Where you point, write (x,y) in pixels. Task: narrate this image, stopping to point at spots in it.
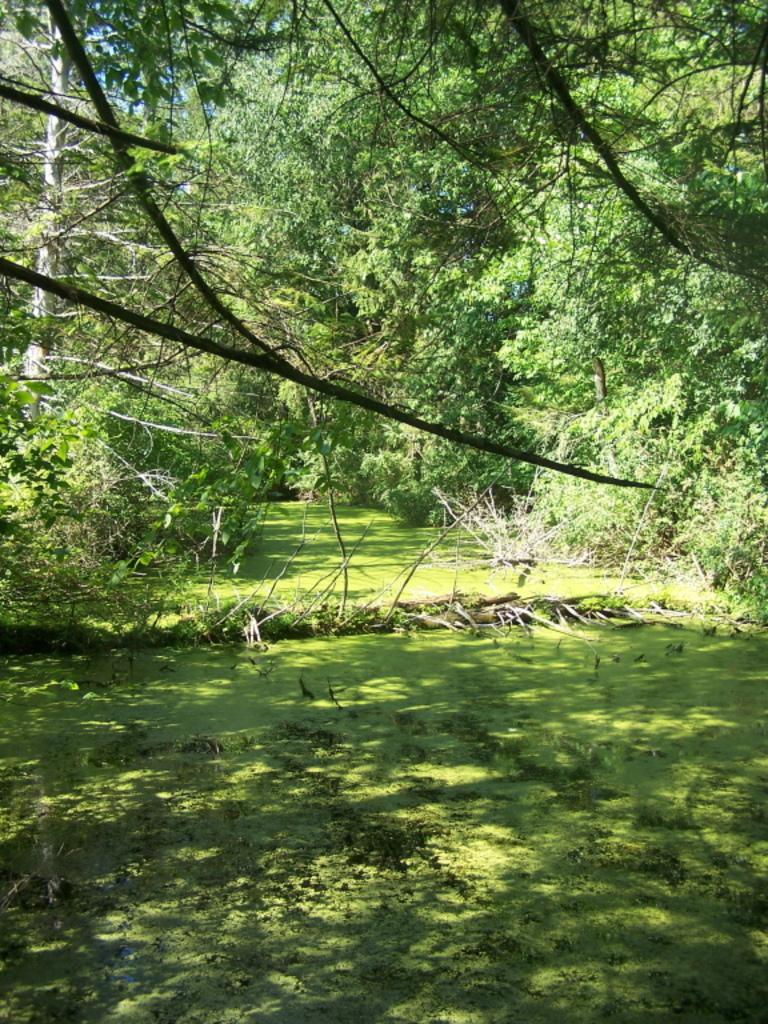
At the bottom (315,740) we can see water (458,1021). In the background (297,322) there are trees (346,143) and sky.
